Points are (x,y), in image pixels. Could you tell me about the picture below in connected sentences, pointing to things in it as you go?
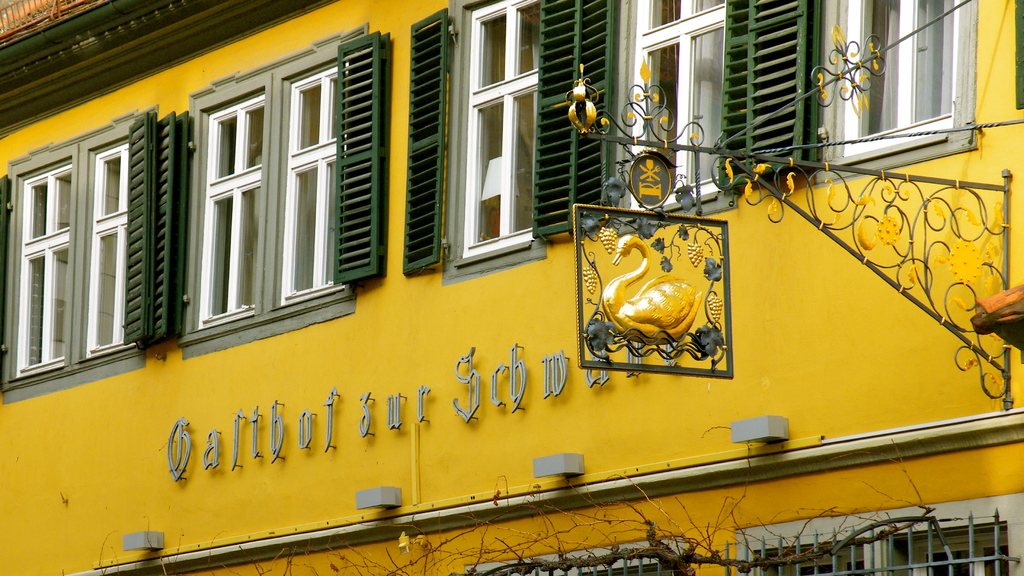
In this picture we can observe yellow color building (365,382). There are white color windows (118,253). We can observe some dried trees (544,564). In this picture we can observe a board (609,309) fixed to the wall (853,192).
